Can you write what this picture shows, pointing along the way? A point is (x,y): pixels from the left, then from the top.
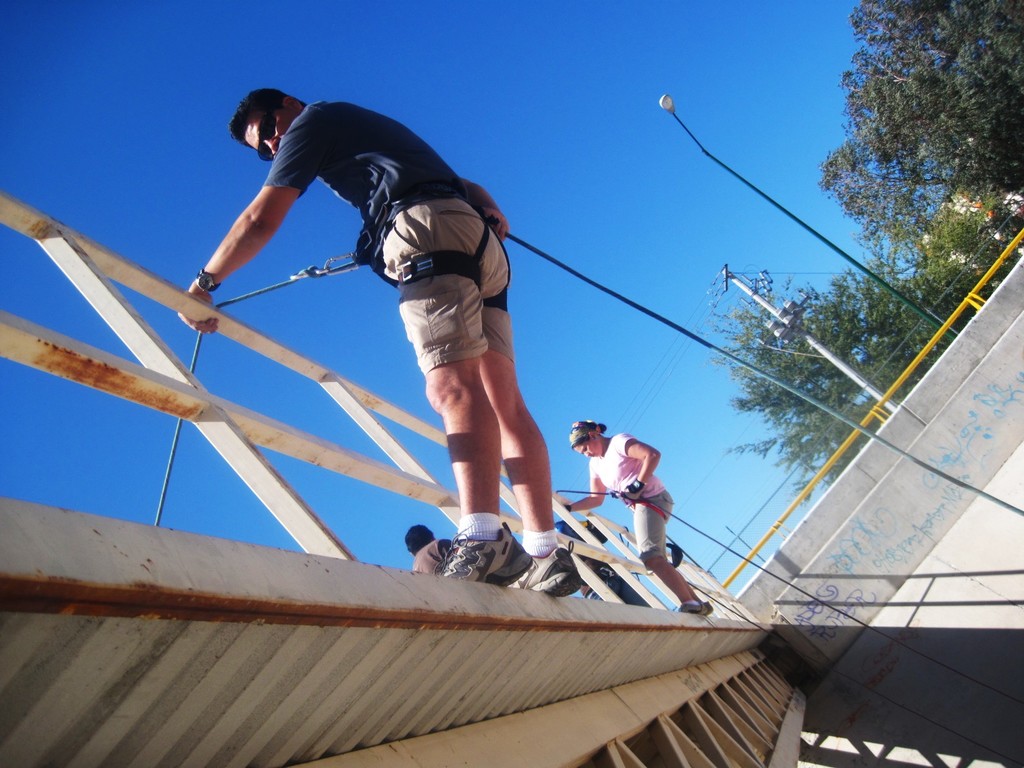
In this image we can see a group of people (469,551) standing on a bridge (634,564) holding a metal railing (199,309) with their hand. In the background (817,230) we can see group of pole (762,284), trees (822,387) and sky (548,95).
